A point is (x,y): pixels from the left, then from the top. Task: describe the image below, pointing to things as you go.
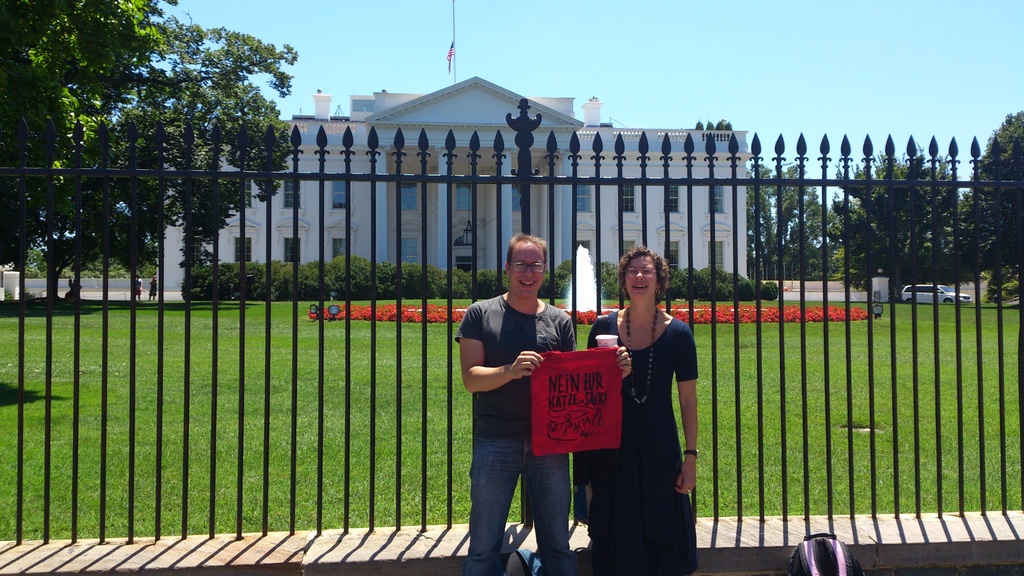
In the middle (533,266) a man (515,259) is standing, he wore a t-shirt (521,399), trouser (477,460). On the right side (684,567) there is a woman (650,381) she wore dress (652,411). Behind them it's an iron grill (20,315). At the backside of an image (486,262) there is a house (353,247).
